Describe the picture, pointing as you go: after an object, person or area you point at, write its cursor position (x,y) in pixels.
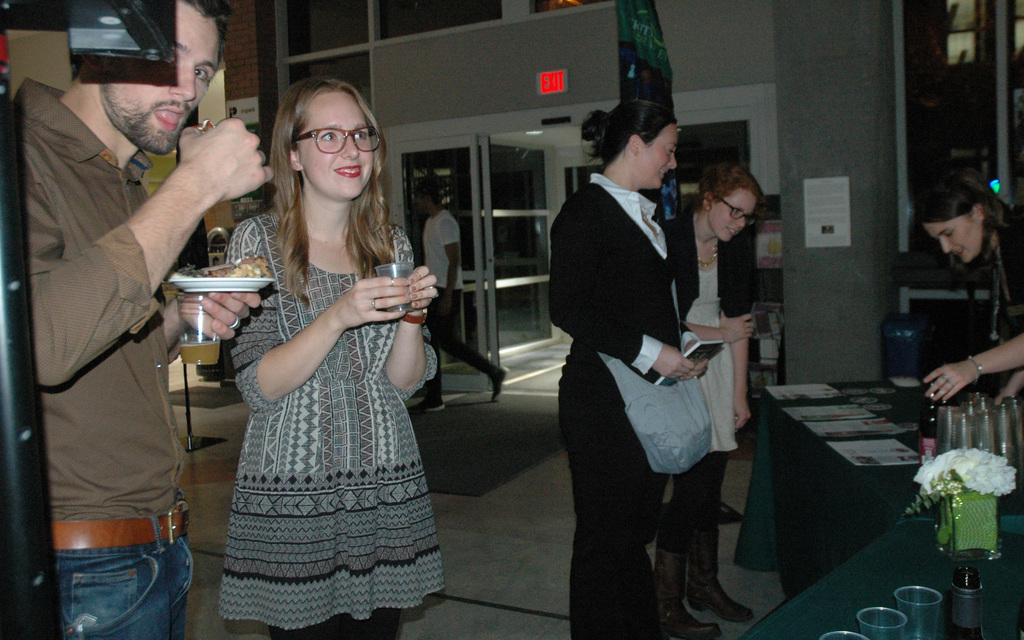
In this image we can see few persons (744,387) are standing and among them a man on the left side (182,176) is holding food item (223,270) in a plate (257,278) and glass (211,353) and another persons (729,395) are holding glasses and objects (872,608). On the tables (930,519) we can see glasses (972,435), flower vase (921,468) and objects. In the background (223,255) we can see a person (445,224), doors (465,194), glasses (500,258) and objects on the wall (601,32).
